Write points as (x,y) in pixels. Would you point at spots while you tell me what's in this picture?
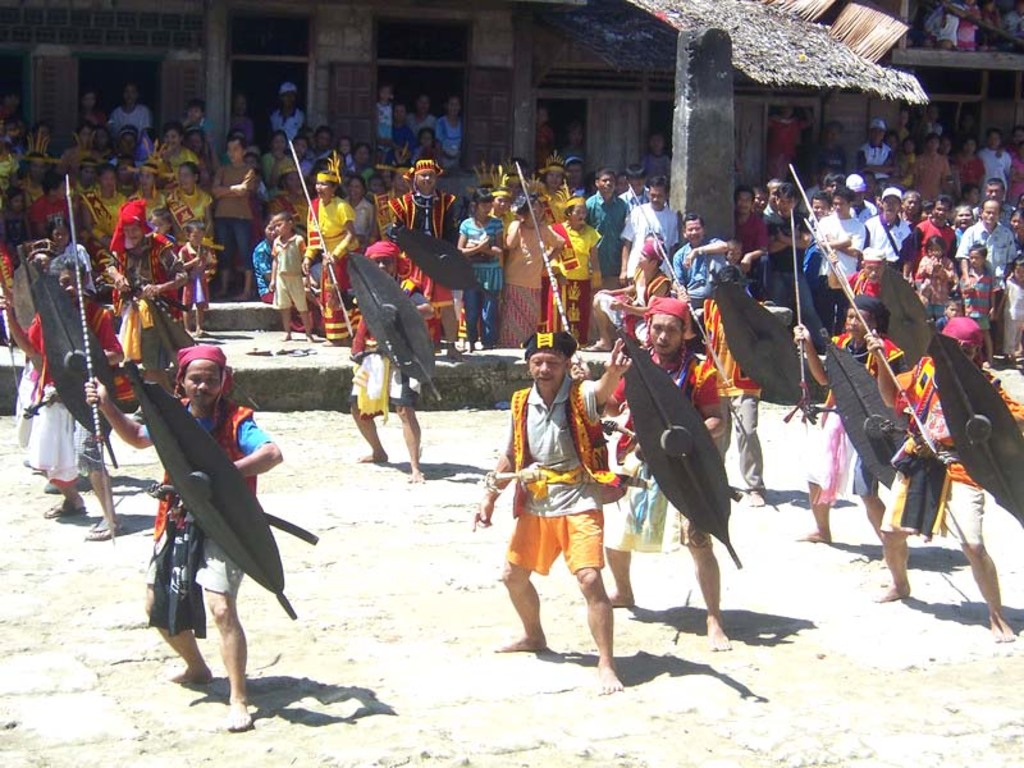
In this image we can see a group of persons (560,363) are standing on a ground (735,507), and holding a stick (289,138) in the hand (625,354), at the back (520,193) there are group of people (965,245) standing, there is a building (577,72), there is a door (427,62).
